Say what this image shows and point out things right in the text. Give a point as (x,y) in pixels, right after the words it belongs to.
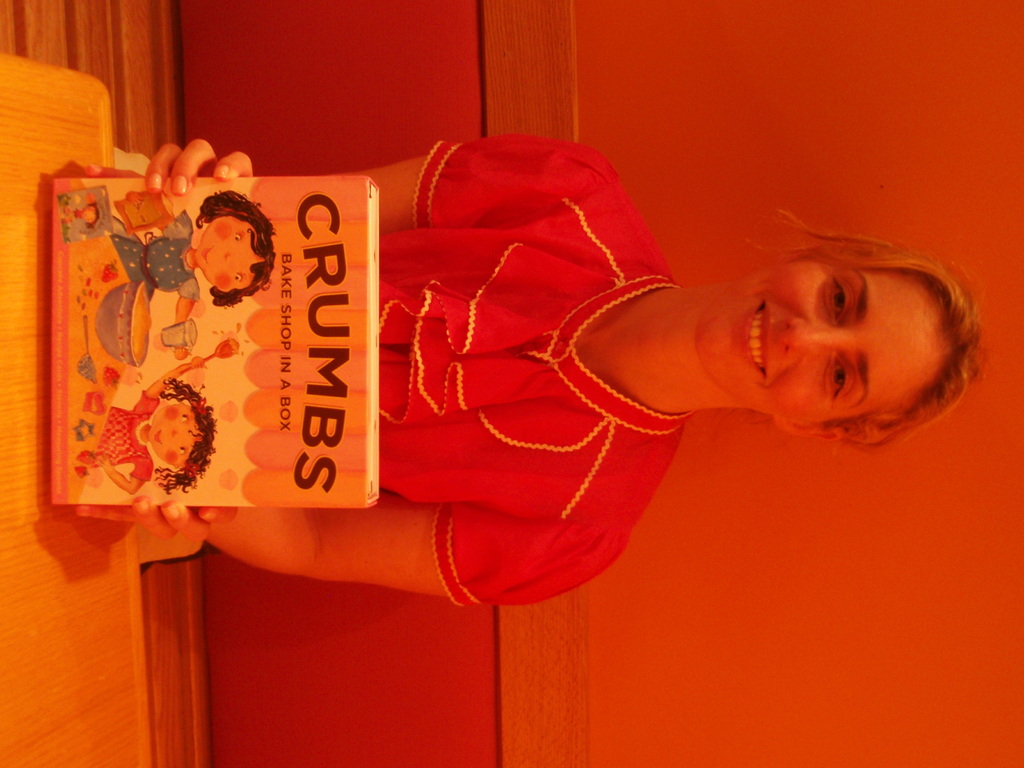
In this image, we can see a lady (548,249) sitting on the bench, holding book (272,269) in her hands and she is smiling.
